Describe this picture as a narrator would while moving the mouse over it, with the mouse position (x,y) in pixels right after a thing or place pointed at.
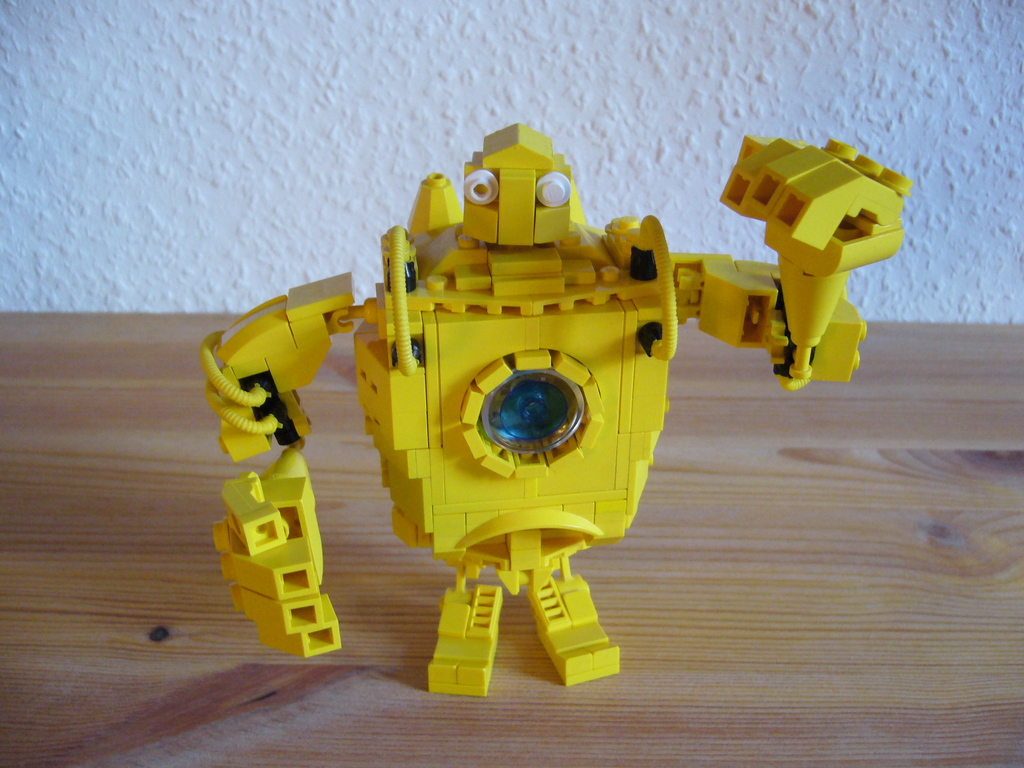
This image is taken indoors. In the background (330,147) there is a wall (945,133). At the bottom of the image (794,639) there is a table (758,430). In the middle of the image (465,460) there is a toy robot (535,294) on the table (384,634).
